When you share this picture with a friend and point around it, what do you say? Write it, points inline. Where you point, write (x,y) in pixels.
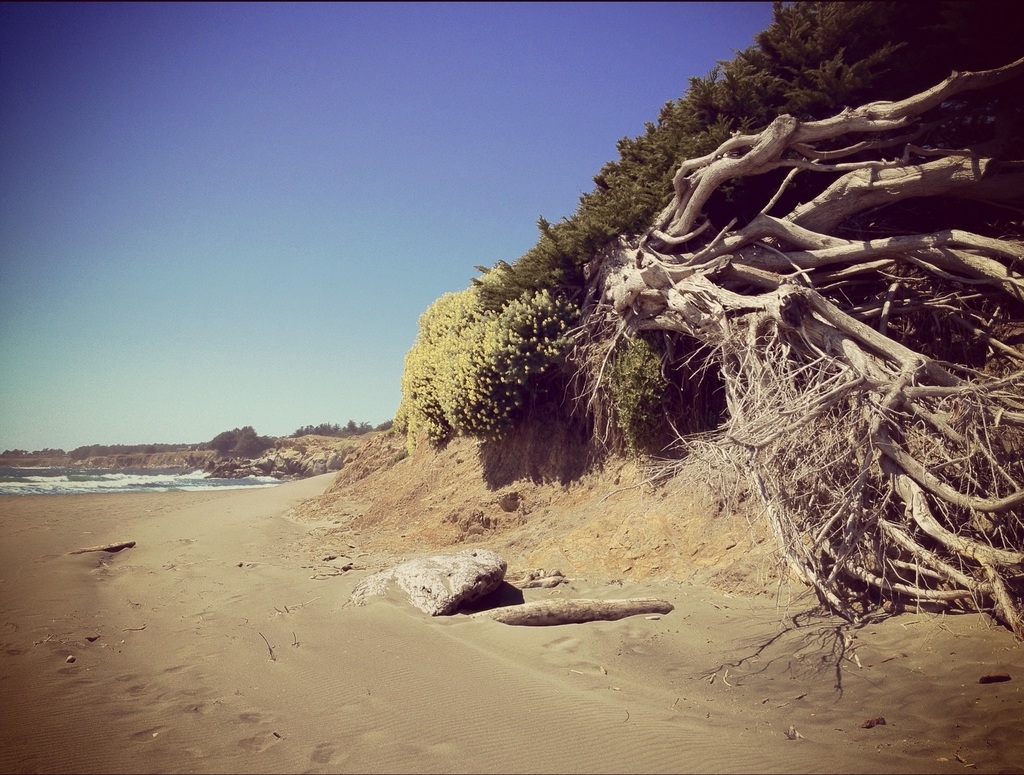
In this picture we can see water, and sand (385,616) in the background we can see trees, sky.
